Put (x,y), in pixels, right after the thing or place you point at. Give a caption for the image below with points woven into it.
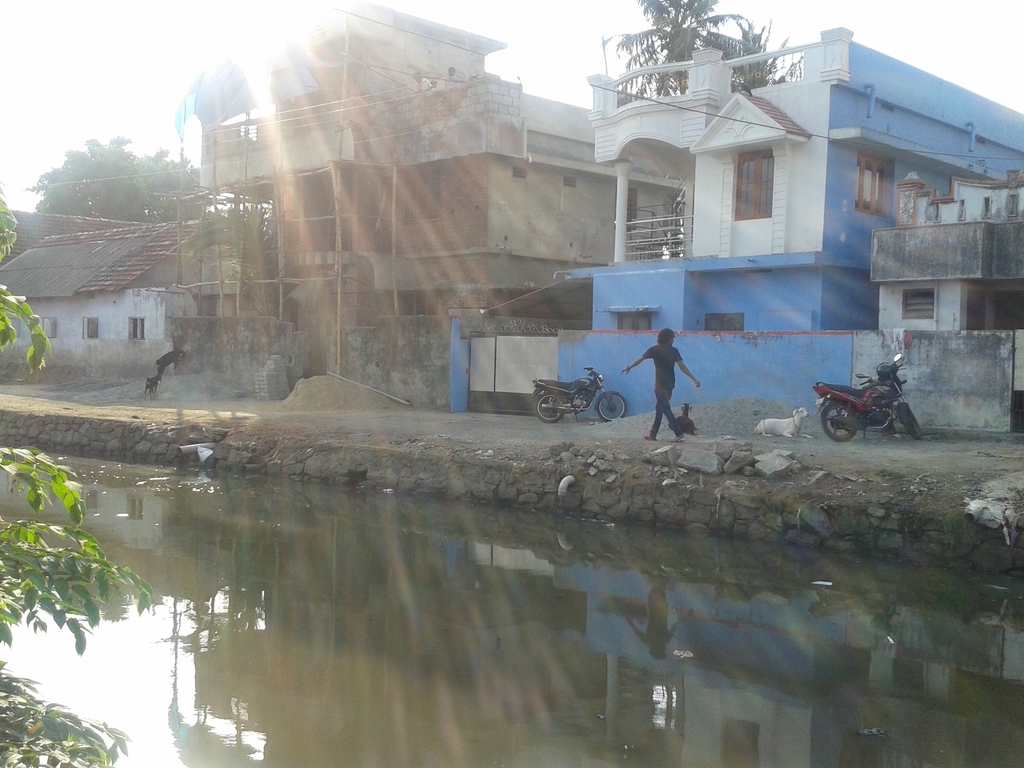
In this image on the left side (40,456) we can see branches (26,738) of a plant (38,704). We can see water (316,596). In the background (89,263) there are houses (343,319), buildings (354,279), windows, doors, animals (682,418), bikes (607,398) and sand (365,407) on the ground (622,418), a person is walking on the ground (633,424), stones (600,509), trees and sky (549,28).
